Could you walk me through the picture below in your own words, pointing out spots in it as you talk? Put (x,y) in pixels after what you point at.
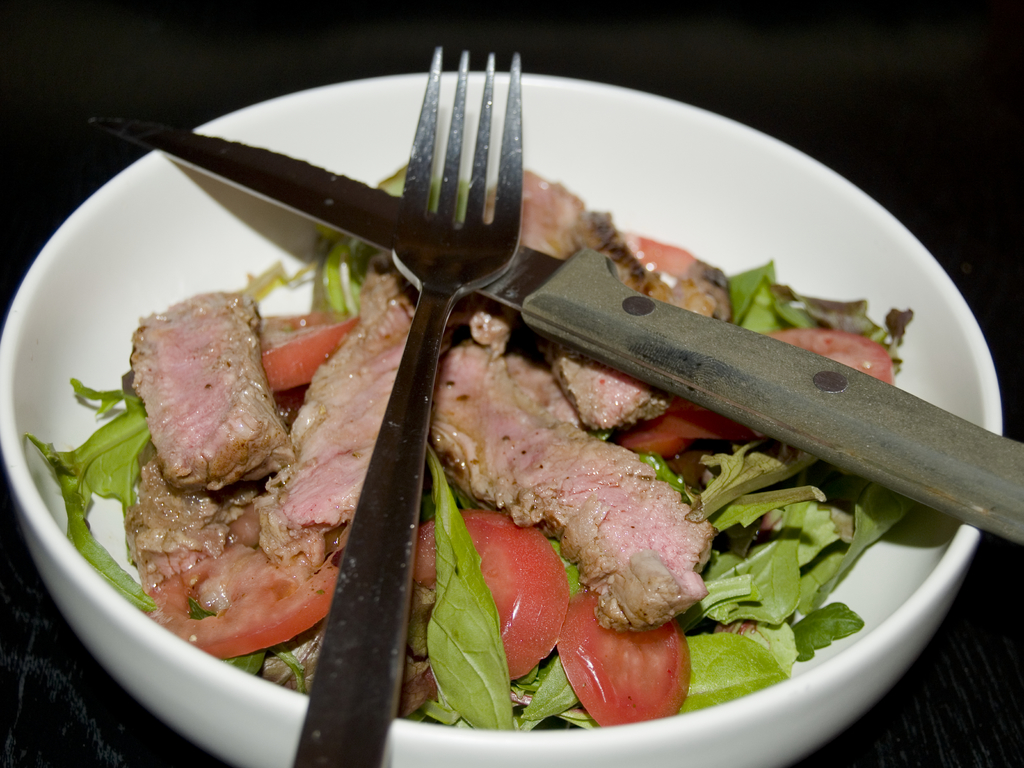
In this picture we can see a fork (372,496), knife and food (372,407) in the bowl (606,208), we can see dark background (832,92).
